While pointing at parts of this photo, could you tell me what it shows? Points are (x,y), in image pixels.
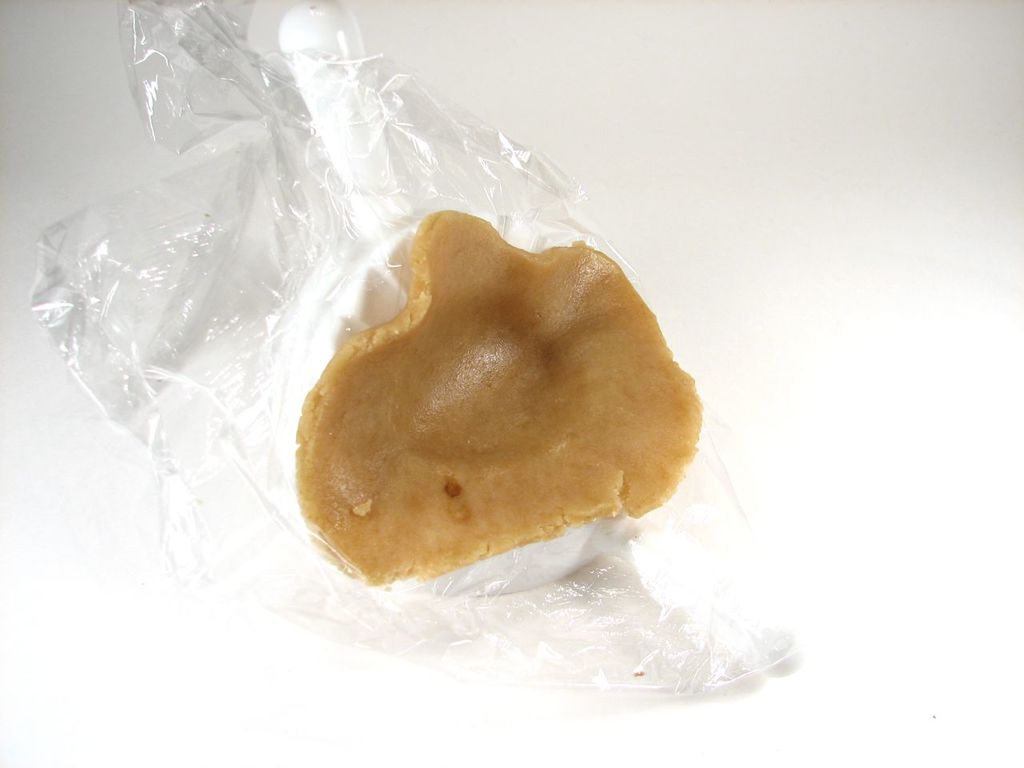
In this image we can see an object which looks like a food item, is placed on a plastic cover (269,265) and the background (839,276) is in white color.
